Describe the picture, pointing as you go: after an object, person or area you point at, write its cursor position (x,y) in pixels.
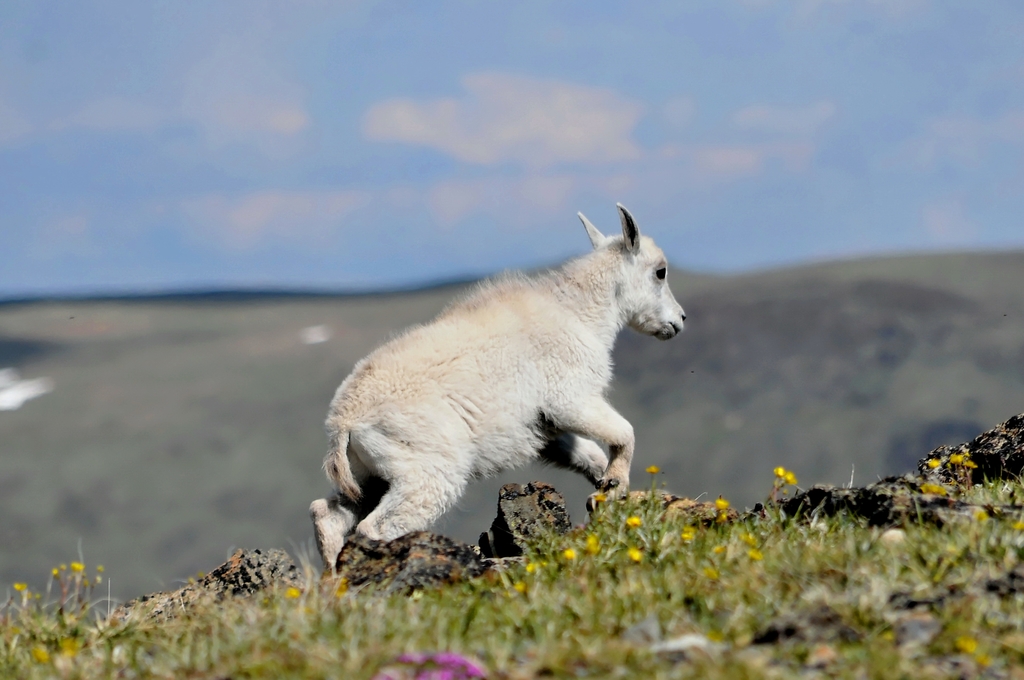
This image consists of a goat (456,462) in white color. It is running. At the bottom (305,673), we can see the grass (614,596) on the ground (697,557). In the background (968,405), there are mountains (970,265). At the top (430,126), there are clouds (503,117) in the sky (398,171).
